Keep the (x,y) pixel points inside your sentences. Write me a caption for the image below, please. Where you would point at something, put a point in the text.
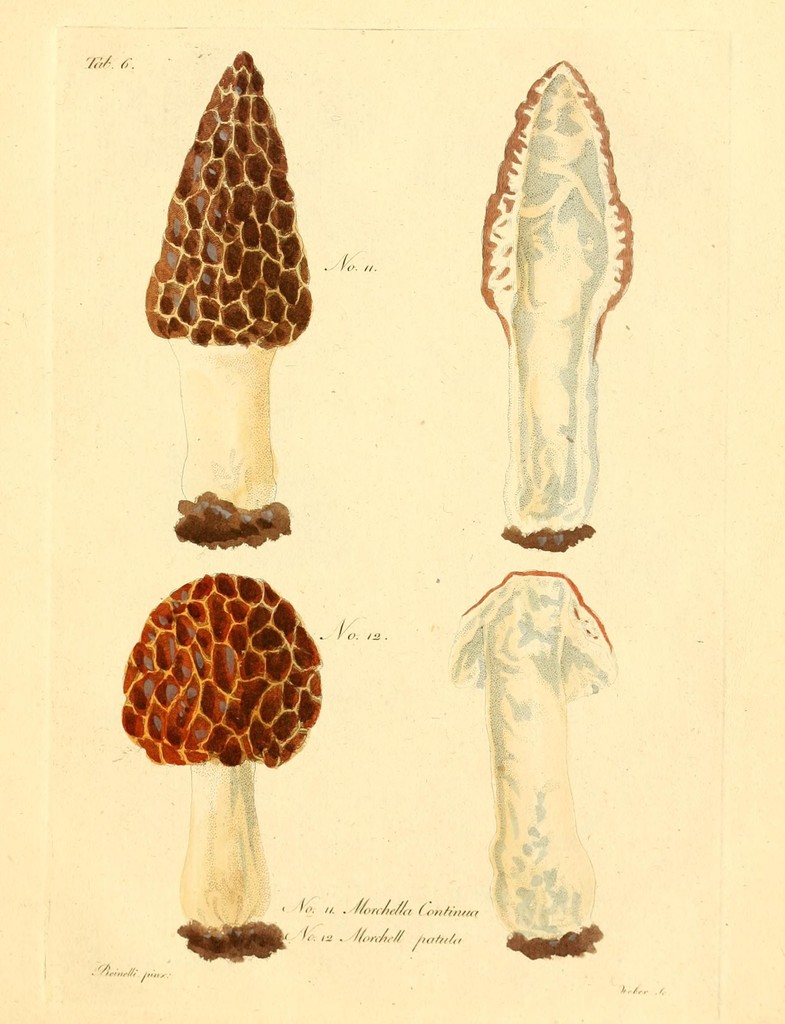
This image consists of a paper (481,659). In which there are pictures (499,604) of mushrooms (558,721). At the bottom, there is a text (398,916).
